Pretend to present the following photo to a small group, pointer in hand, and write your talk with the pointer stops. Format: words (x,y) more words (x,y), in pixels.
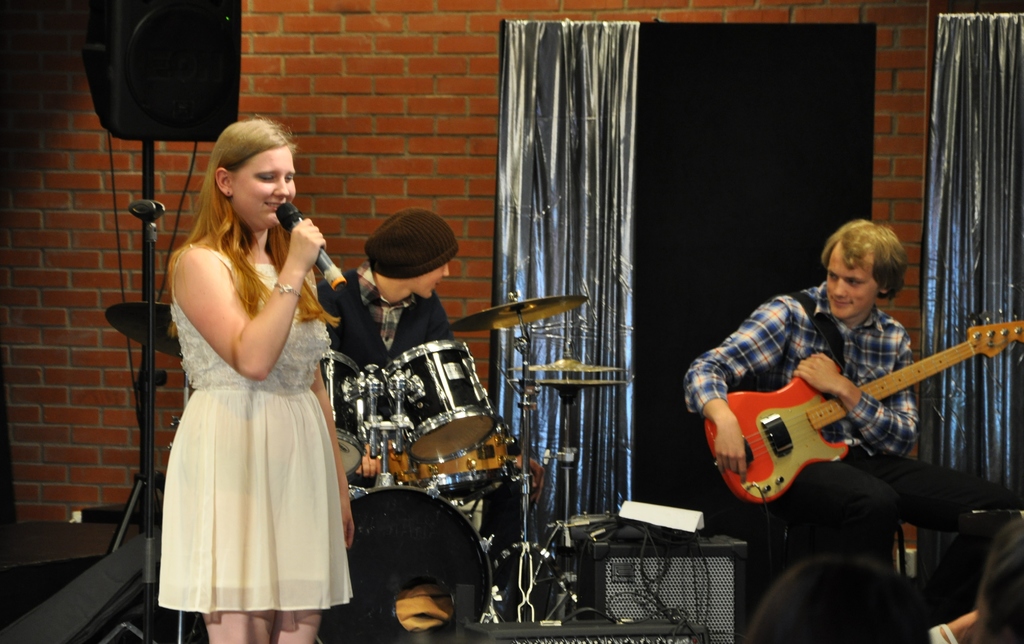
This is clicked in a musical concert. There are three persons (345,532) in this image one is women (279,559) and two other man (863,477). Woman (314,421) standing on the left side (249,429), she is wearing white color dress (297,451), she is holding a mic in her hand (309,243). Behind her there is a man (409,242), he is playing drums (475,432). On the right side (839,397) there is a man (725,422), he is holding guitar (791,418) in his hand (813,365). Behind him there is a curtain (623,400) and there are speakers (635,568) in the bottom (606,540).
